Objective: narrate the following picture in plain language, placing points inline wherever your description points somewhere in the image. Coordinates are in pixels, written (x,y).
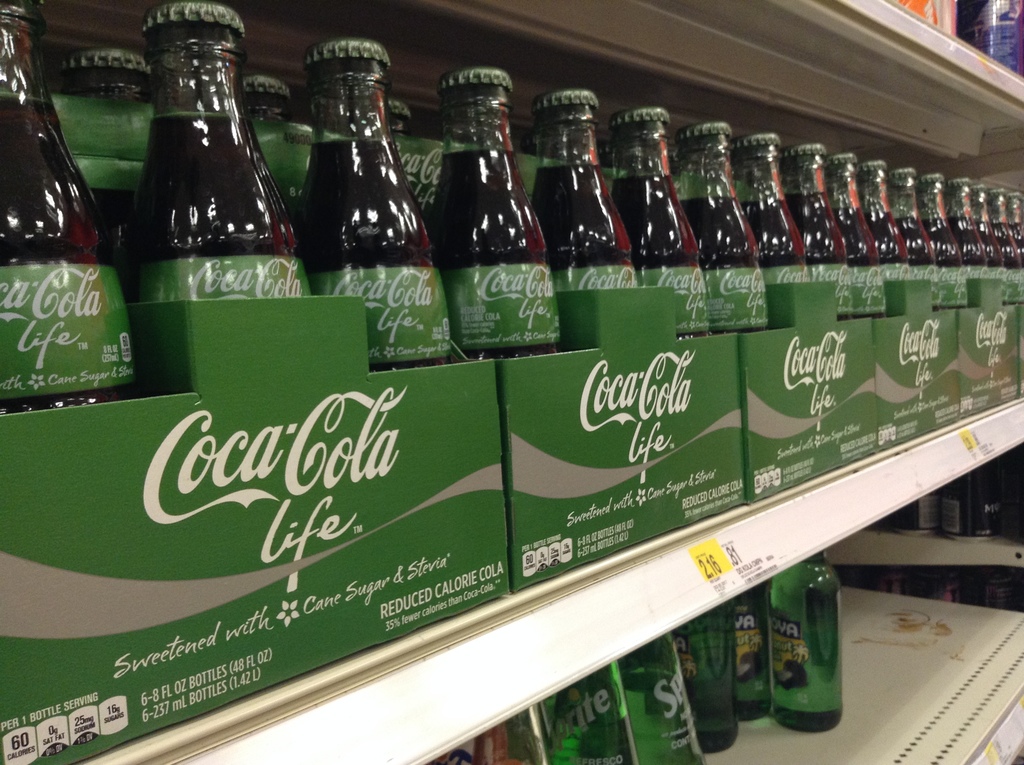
The picture consist of racks (903,101), in the racks (843,61) there are soft drink bottles (645,702). In the center of the image (509,336) there are Coca-Cola bottles (818,219).
